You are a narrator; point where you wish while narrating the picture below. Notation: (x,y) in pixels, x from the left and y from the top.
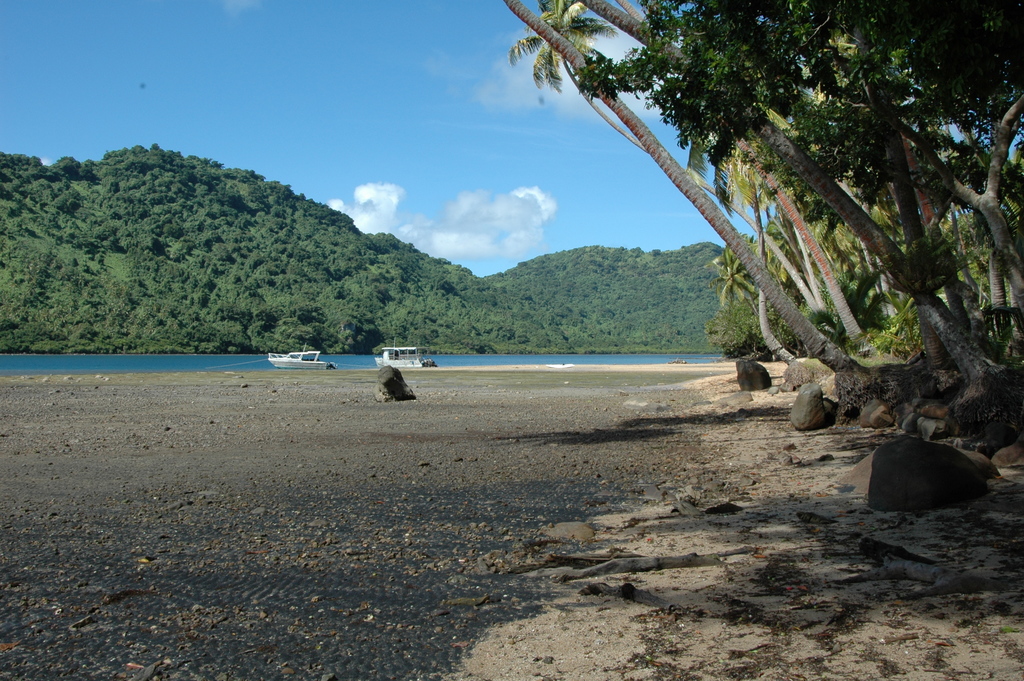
In this image I can see many rocks (626,482) and trees (818,220). In the background (299,364) I can see two boats (299,364) on the water (155,366). I can also see many trees (193,256), mountains (204,252), clouds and the sky (232,116).
